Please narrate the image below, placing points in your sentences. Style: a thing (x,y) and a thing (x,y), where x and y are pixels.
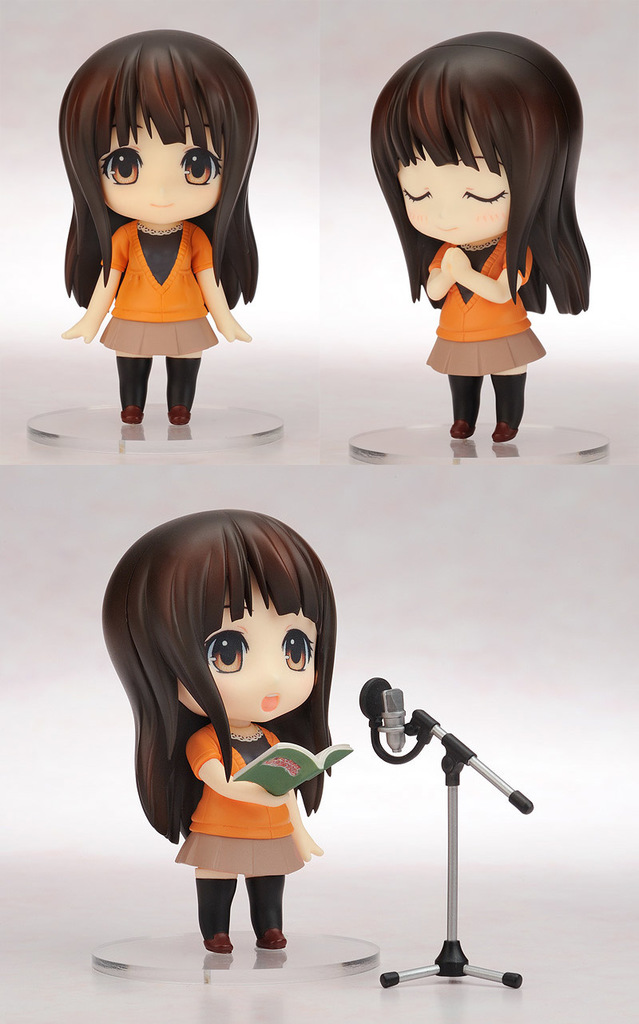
In this picture I can see a doll (305,575) of a girl (234,660) and I see that this is a collage image and I see a tripod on which there is a mic (398,722) and in one of the image, I see this doll (222,707) is holding a book (304,761).
